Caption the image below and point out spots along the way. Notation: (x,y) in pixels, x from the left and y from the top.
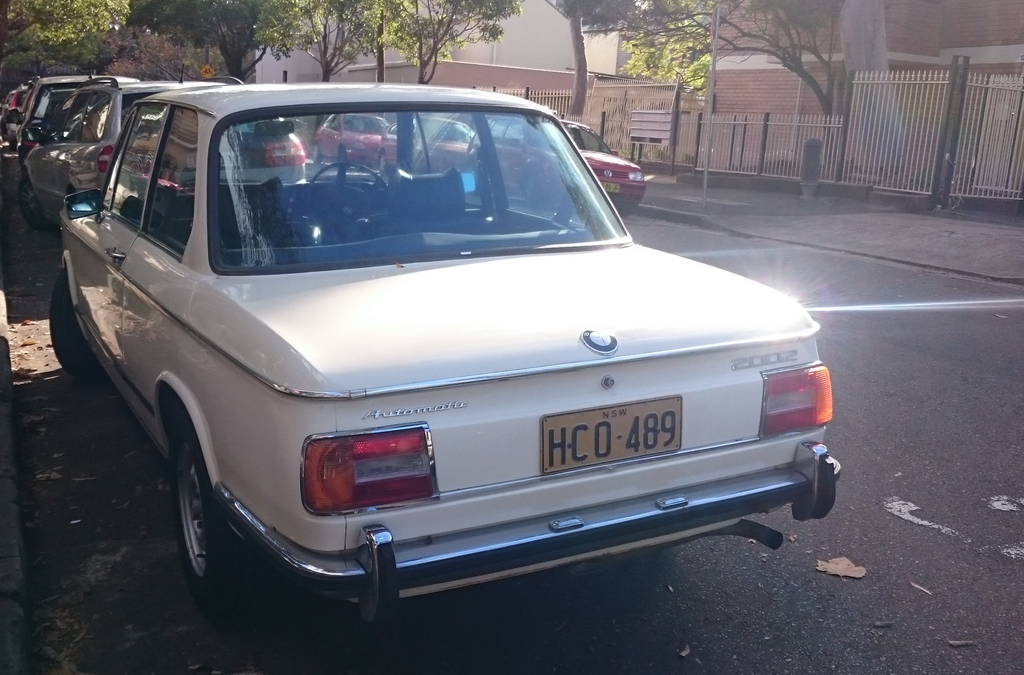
In this image in the center (377,356) there are cars (265,260) on the road (51,497) and there are trees (300,14), buildings (516,33), and there is a fence (678,123).
